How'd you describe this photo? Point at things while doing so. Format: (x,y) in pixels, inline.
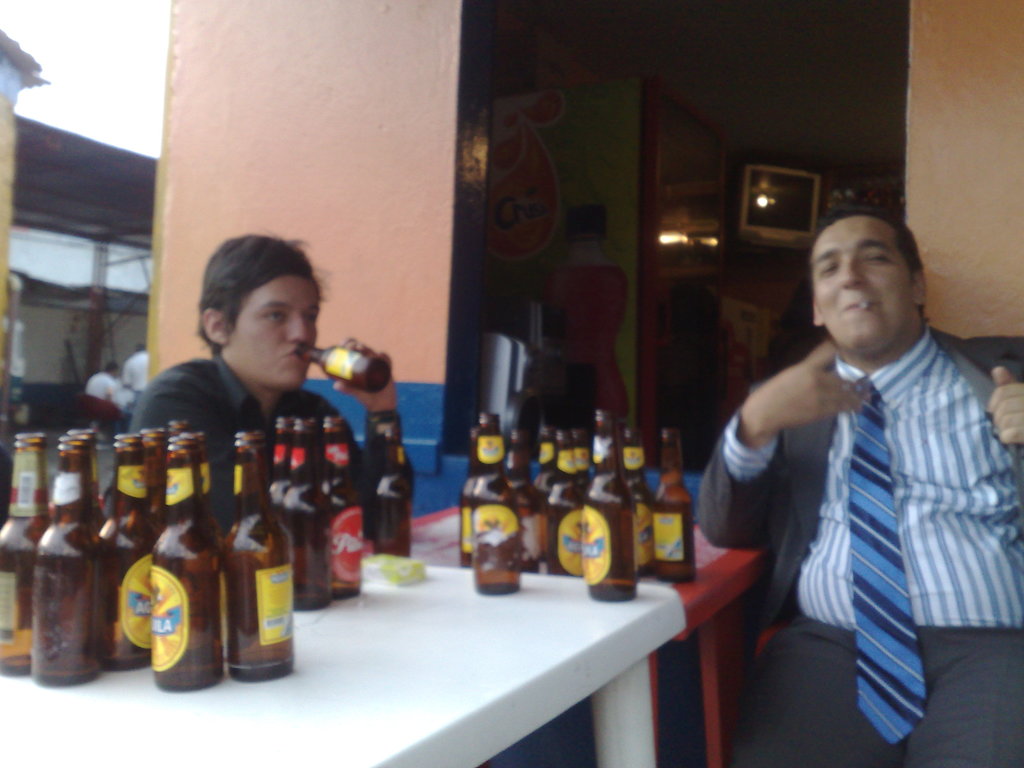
In this picture there is a boy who is sitting at the left side of the image (293,293) and there are cool drinks (173,473) in front of him on a table (417,592) and there is another boy (1019,403) at the right side of the image (855,277) who is smoking and there is a refrigerator (591,269) at the center of the image (670,395).
